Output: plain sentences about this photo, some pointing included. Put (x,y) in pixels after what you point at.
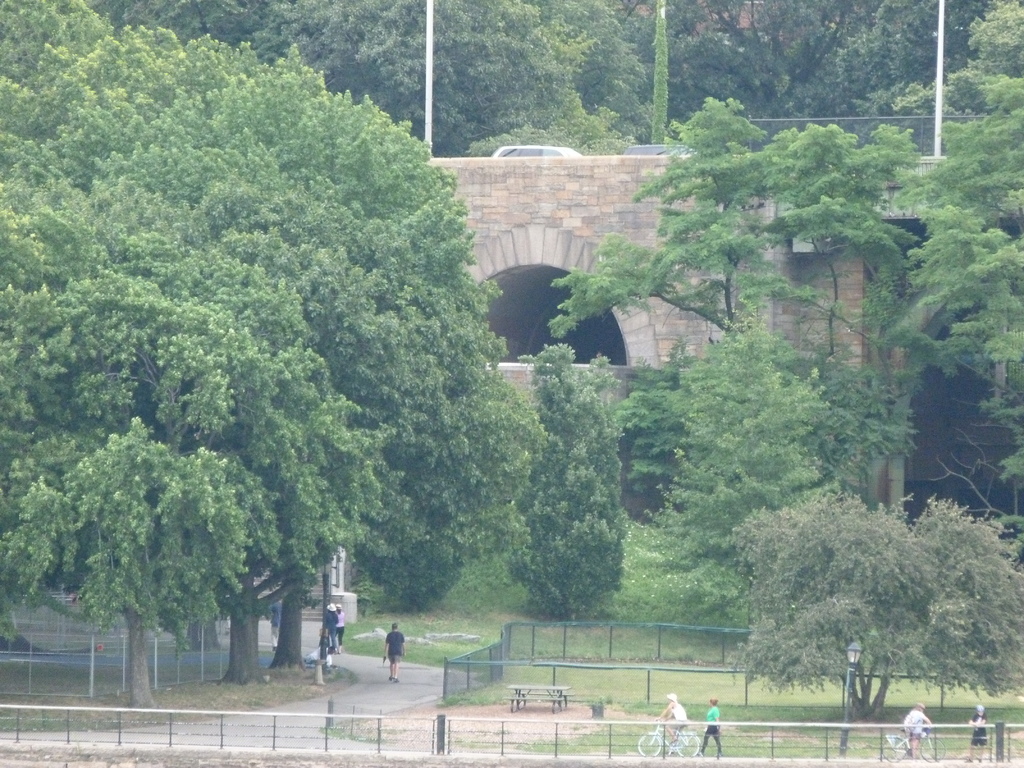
In this image there is a road (378,684). On the road (374,657) there are few people (334,622) walking on it. Beside the road (379,698) there is a fence (450,670). In the background (450,462) there are trees (659,455). Behind the trees (456,227) there is a bridge (535,180) on which there are vehicles (548,152) and poles (431,145).
